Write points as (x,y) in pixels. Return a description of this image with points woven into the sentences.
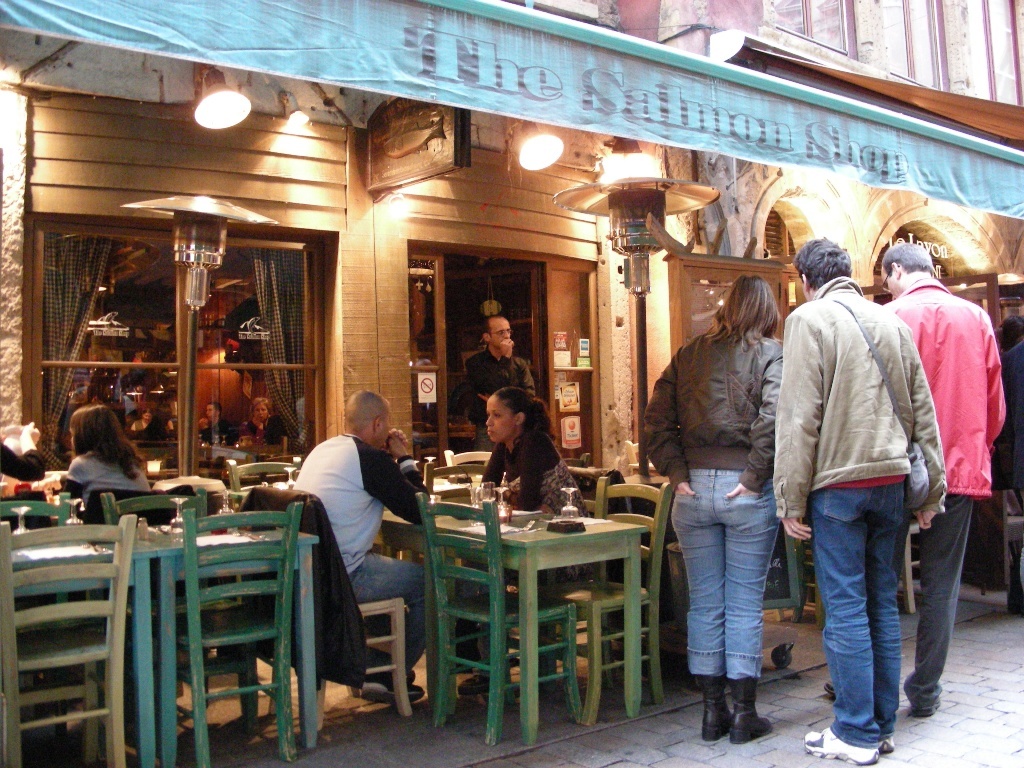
This picture shows a restaurant (233,503) where people (410,611) seated on the chairs (493,520) and we see some wine glasses (503,505) and bottles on the table (509,538) and we see a man (493,376) standing at the door (513,288) and few people (871,711) standing outside. we see a building (669,326) and couple of lights (639,154).
